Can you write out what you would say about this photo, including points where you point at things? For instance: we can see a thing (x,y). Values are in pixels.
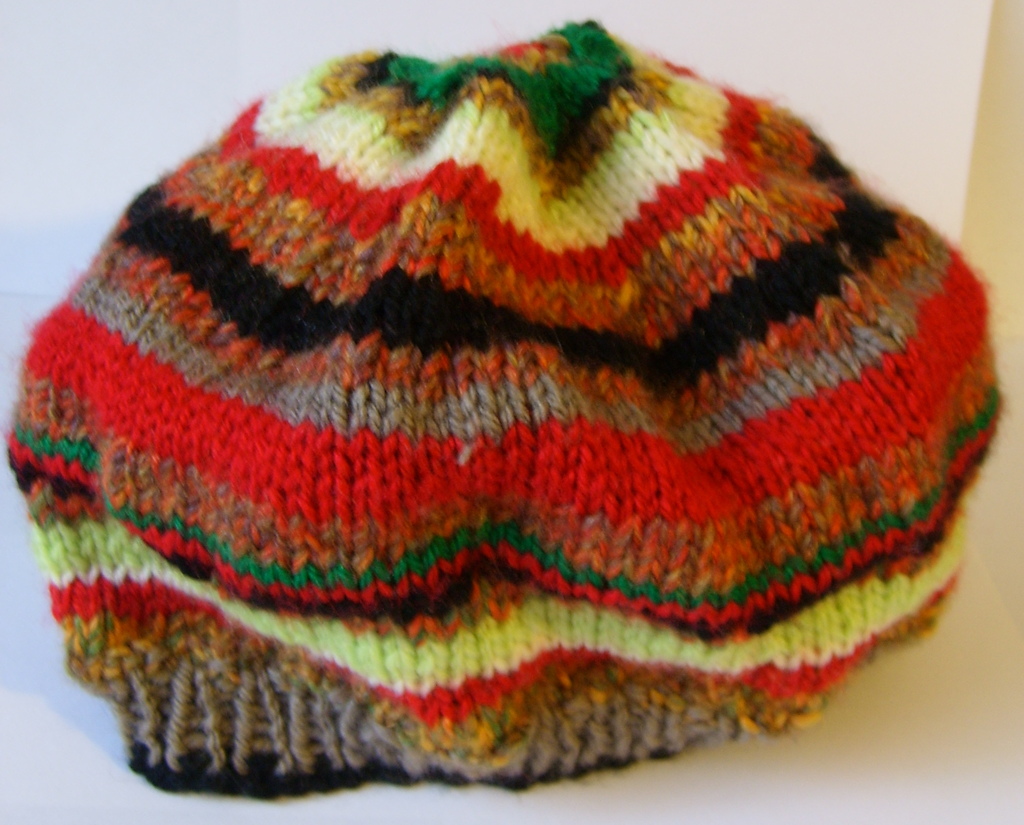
In the picture we can see a woolen cap (385,759) with different colors to it.
